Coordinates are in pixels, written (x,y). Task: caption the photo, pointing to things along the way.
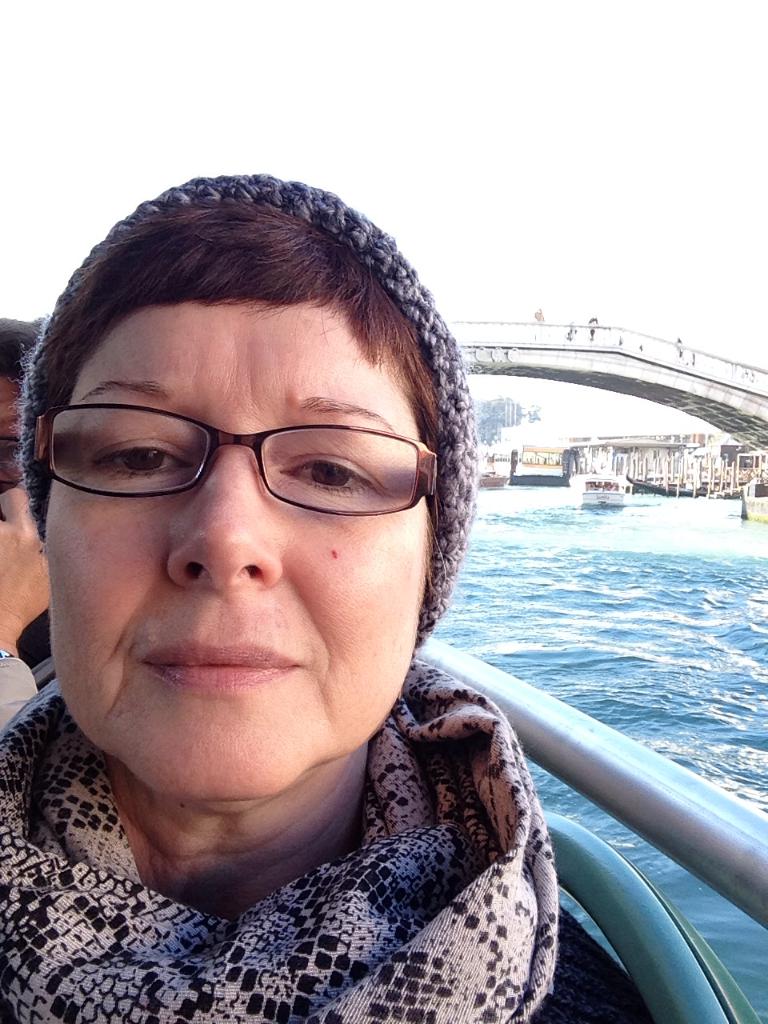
In this picture there is a woman (487,705) who is sitting on the boat (630,966). She is wearing scarf (177,995) and black t-shirt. She is sitting near to the pipe (763,888). Behind her there is another person (19,576) who is wearing t-shirt (17,669) and watch (3,650). On the right (576,490) there is a white boat (609,496) on the water (617,596). Beside that i can see shed (651,468) and bridge (683,381). In the background (520,416) i can see the poles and trees (509,409). At the top (623,115) there is a sky (647,101).
